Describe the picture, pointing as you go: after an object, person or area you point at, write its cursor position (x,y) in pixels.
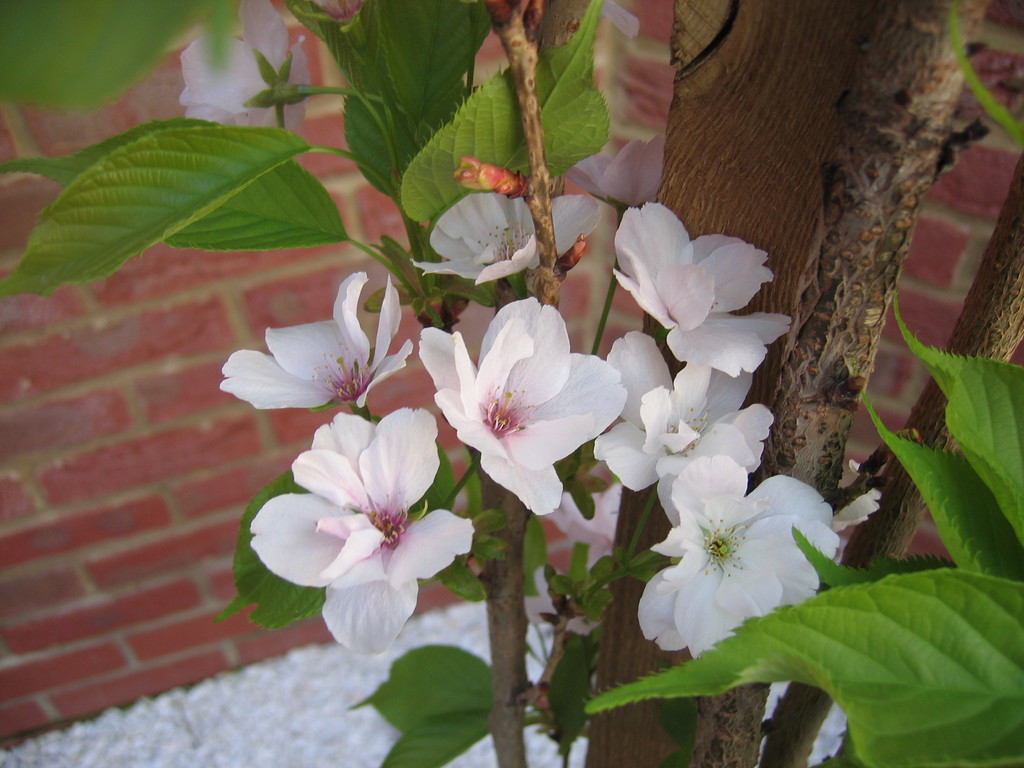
In this image I can see a tree (688,85) and there are some leaves (211,134) and flowers (581,406) visible beside the trunk (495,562) of tree (999,222), back side of tree (711,21) there is the wall (158,297) visible.
